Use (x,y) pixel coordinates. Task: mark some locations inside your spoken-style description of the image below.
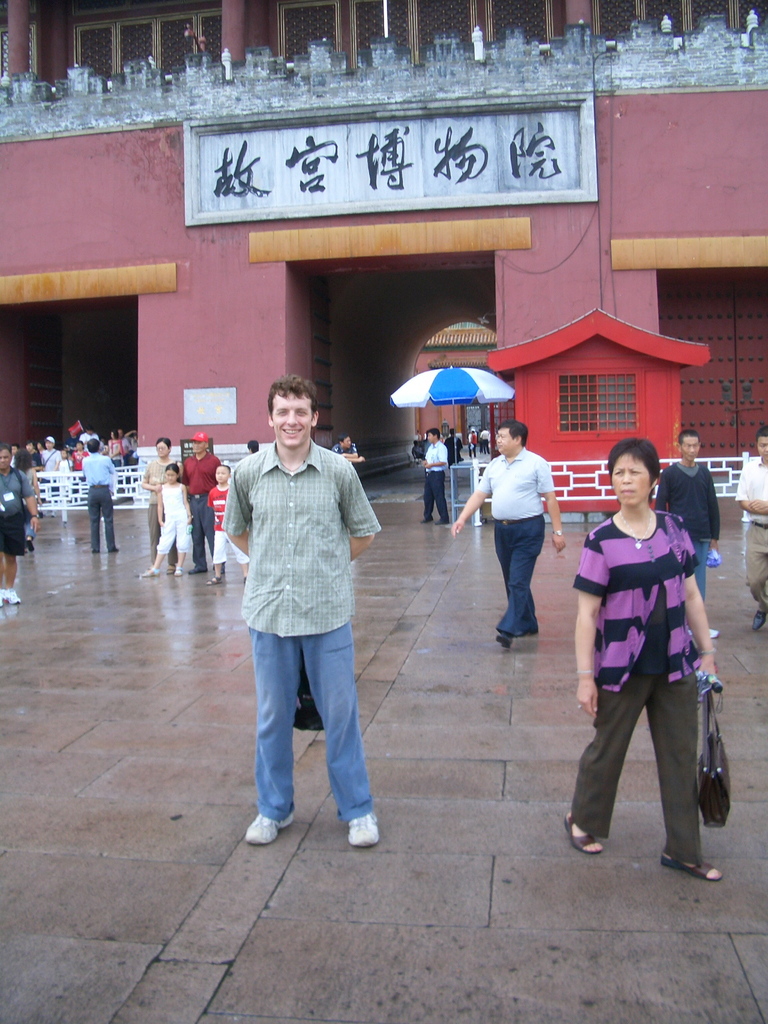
In this image, I can see a building (258,341) with a name board (314,176). In front of a building (273,312), I can see few people (213,511) standing and few people (503,458) walking. There is a fence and an umbrella (415,382).
